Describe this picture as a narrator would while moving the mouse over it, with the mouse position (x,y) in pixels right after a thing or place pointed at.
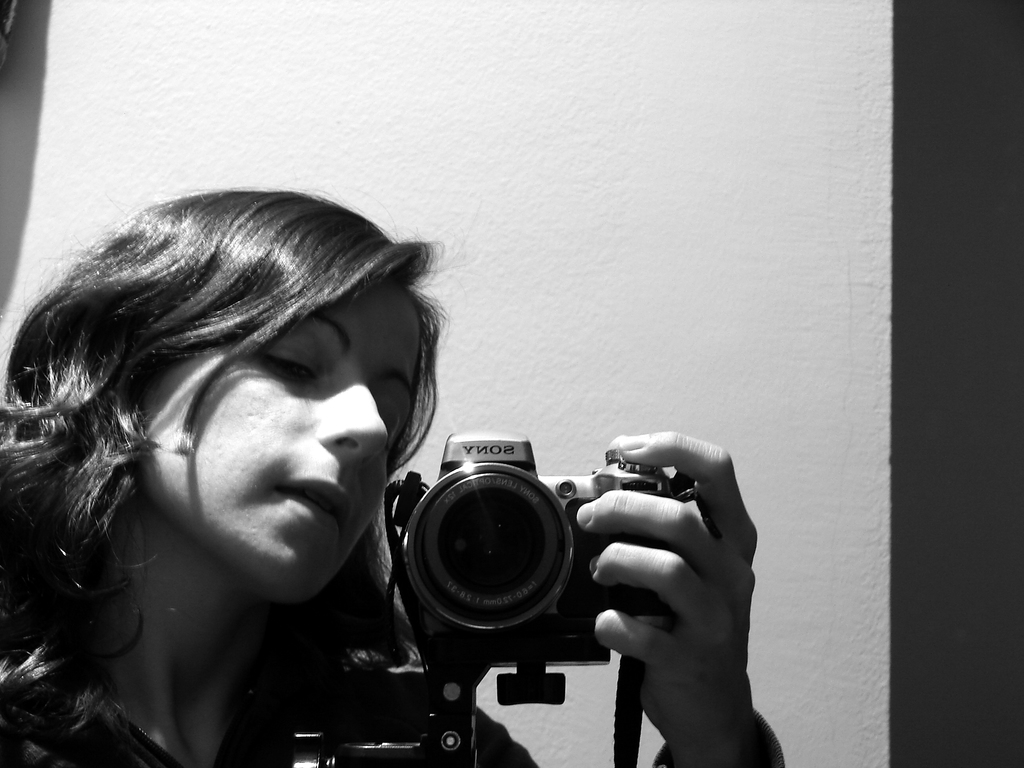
In this image i can see a woman (303,500) is holding a camera (533,539) in her hands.
